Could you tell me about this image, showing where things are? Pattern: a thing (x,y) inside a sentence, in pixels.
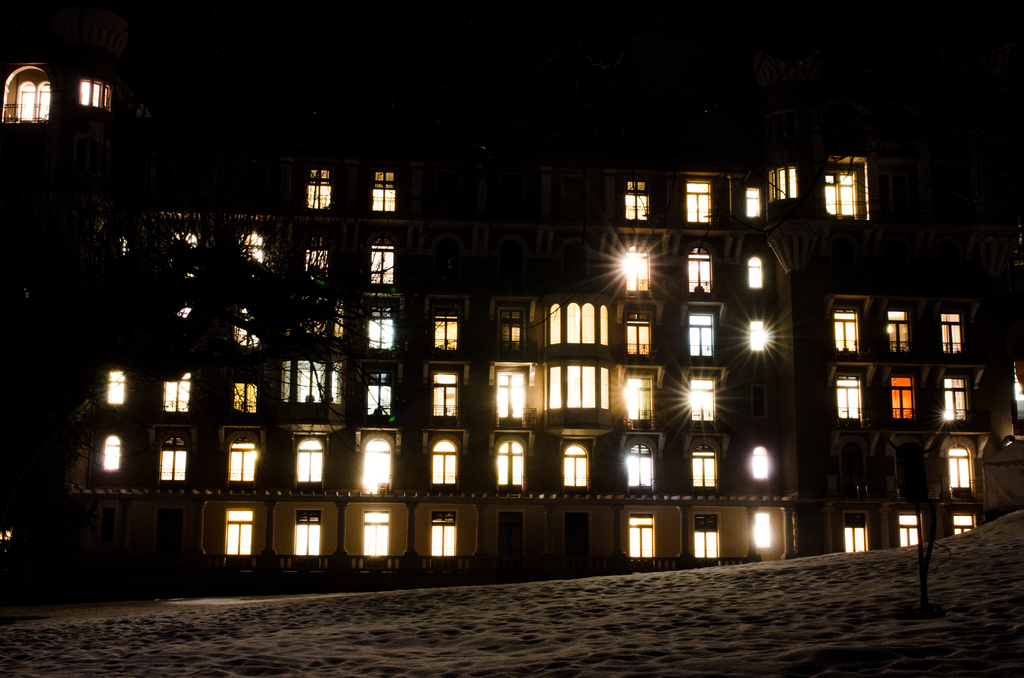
In this image, we can see a building (472,512), walls (480,359), windows (513,511), pillars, railings (333,566) and lights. Here we can see trees (285,309). At the bottom (700,617), we can see the ground (632,657). Top of the image (494,39), there is a dark view (698,34).
